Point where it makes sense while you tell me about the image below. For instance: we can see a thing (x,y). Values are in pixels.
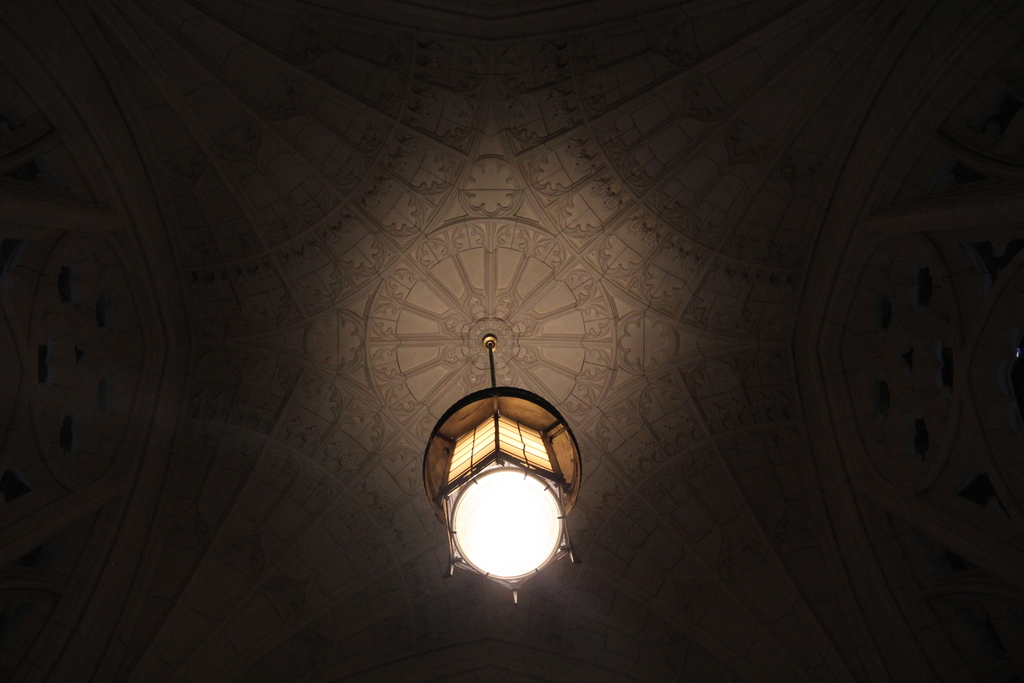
In this image I can see the light (484,446) is attached to the ceiling (487,386). I can see the dark background (61,422).
